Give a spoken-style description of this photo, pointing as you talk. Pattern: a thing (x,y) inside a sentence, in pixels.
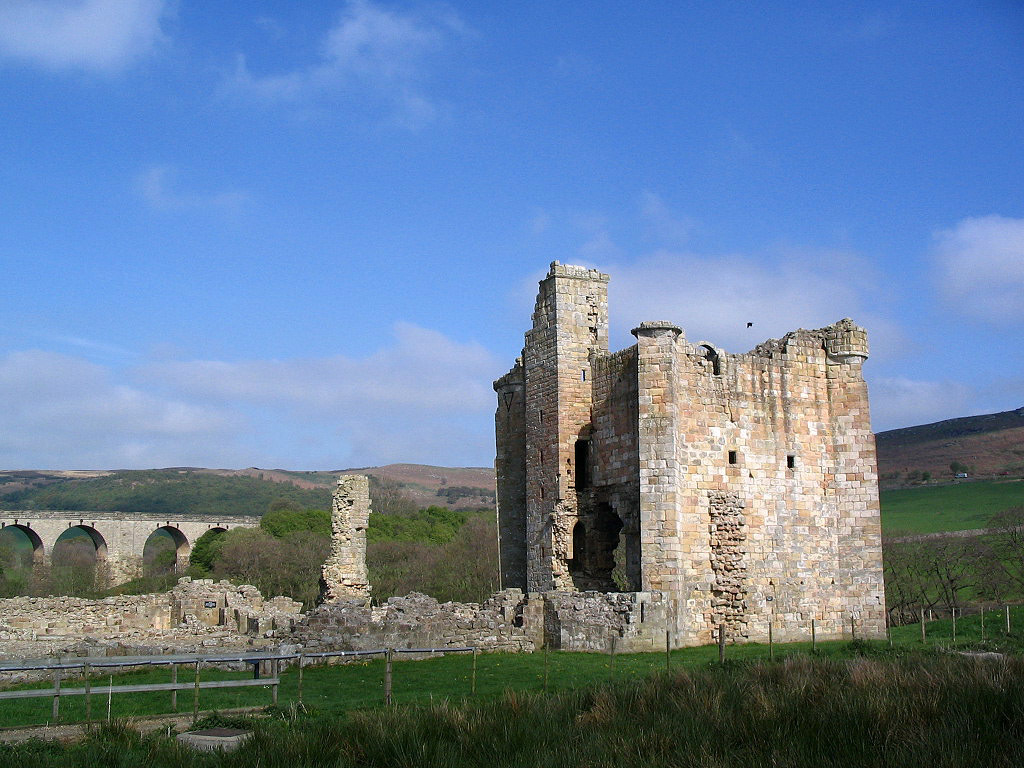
In this image we can see monuments (626,565), grass (427,695), poles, ground (524,652), hills (402,468) and sky (313,404) with clouds (481,363).
